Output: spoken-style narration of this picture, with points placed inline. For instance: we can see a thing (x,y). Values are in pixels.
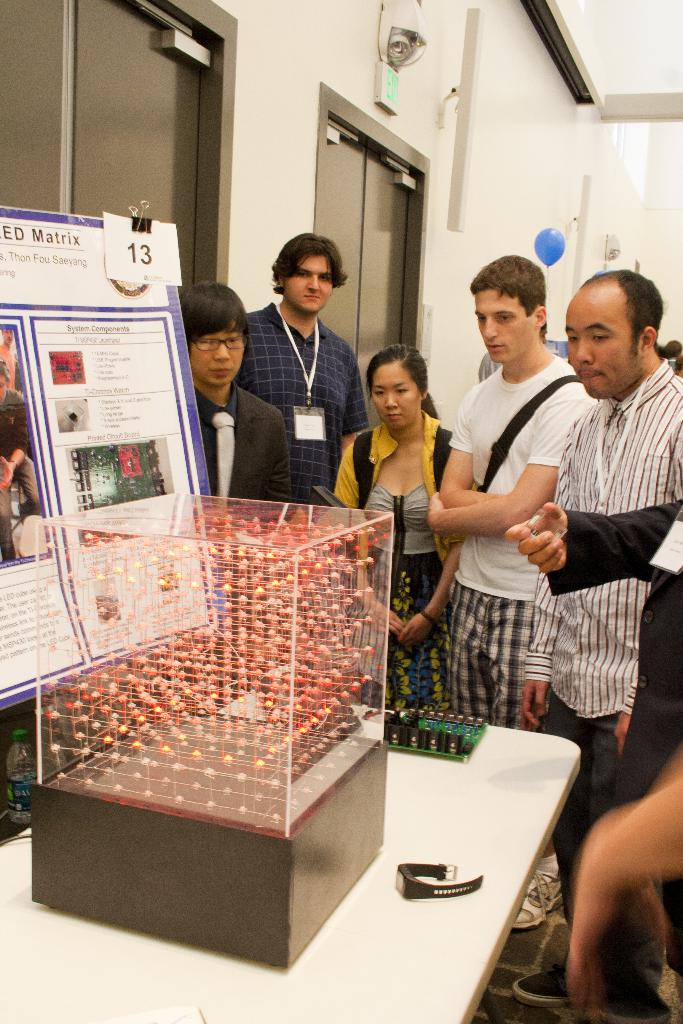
In the picture we can see a glass object (123,769) on the table (415,767) and around the table (468,774), we can see some people (264,391) are standing and watching it and beside them, we can see the wall (524,241) with window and door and in the background (554,231) we can see a balloon (559,252) near the wall (538,227).
